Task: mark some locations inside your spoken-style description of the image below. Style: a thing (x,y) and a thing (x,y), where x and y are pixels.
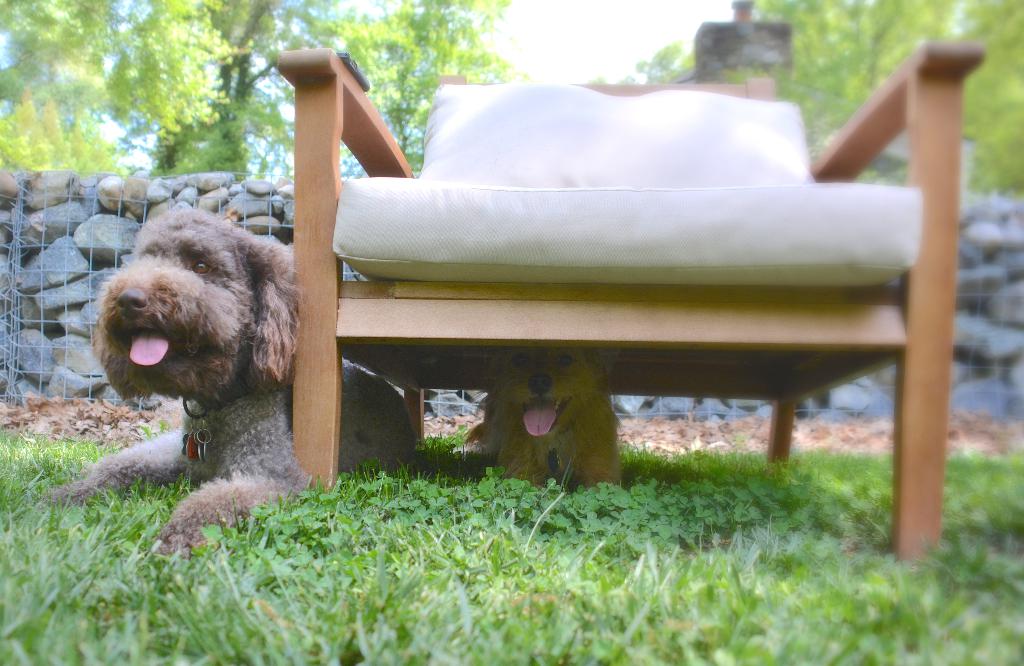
In this Image I see 2 dogs (383,384) and one dog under the chair (314,457) and they are sitting on the grass (451,477). In the background (1022,259) I see the stones (1020,241) and the trees (1004,142).
